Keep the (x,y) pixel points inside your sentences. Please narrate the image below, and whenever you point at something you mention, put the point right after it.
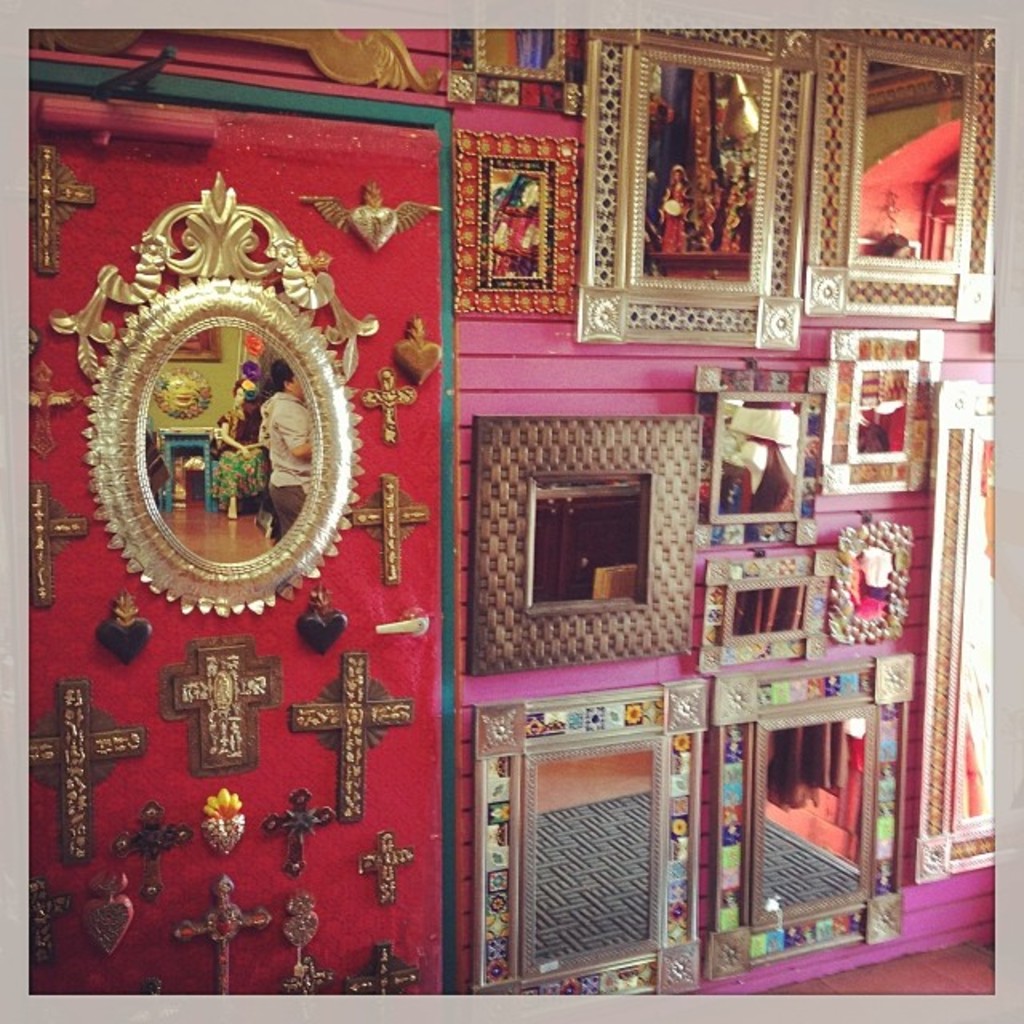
In this picture I can see there are few mirrors (610,491) placed on the wall (941,902) and there are cross symbols (357,696) at left (239,761) and there are few more mirrors (657,844) at right side (809,861), there is a reflection (646,878) of a carpet (565,868) on the floor (961,952) in the mirror (780,903).
